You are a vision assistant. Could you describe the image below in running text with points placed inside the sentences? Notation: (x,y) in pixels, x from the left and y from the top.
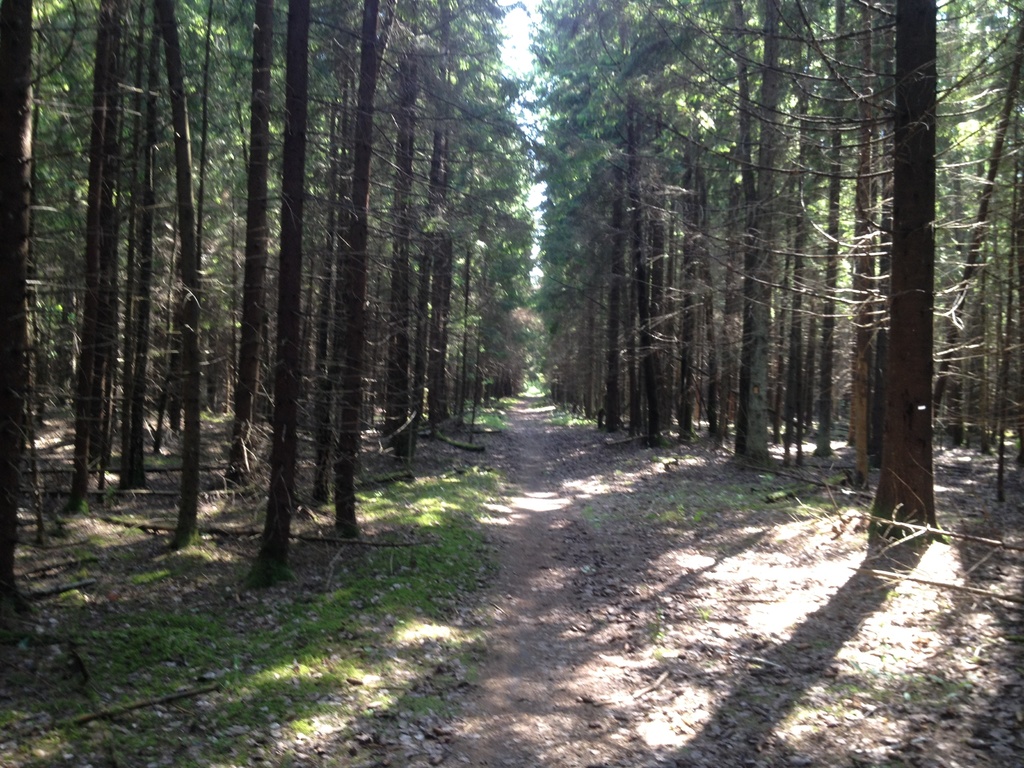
In this image there are some trees (937,235), and at the bottom (374,626) there is sand (575,582) and grass (328,642). At the top there is sky (531,258).
